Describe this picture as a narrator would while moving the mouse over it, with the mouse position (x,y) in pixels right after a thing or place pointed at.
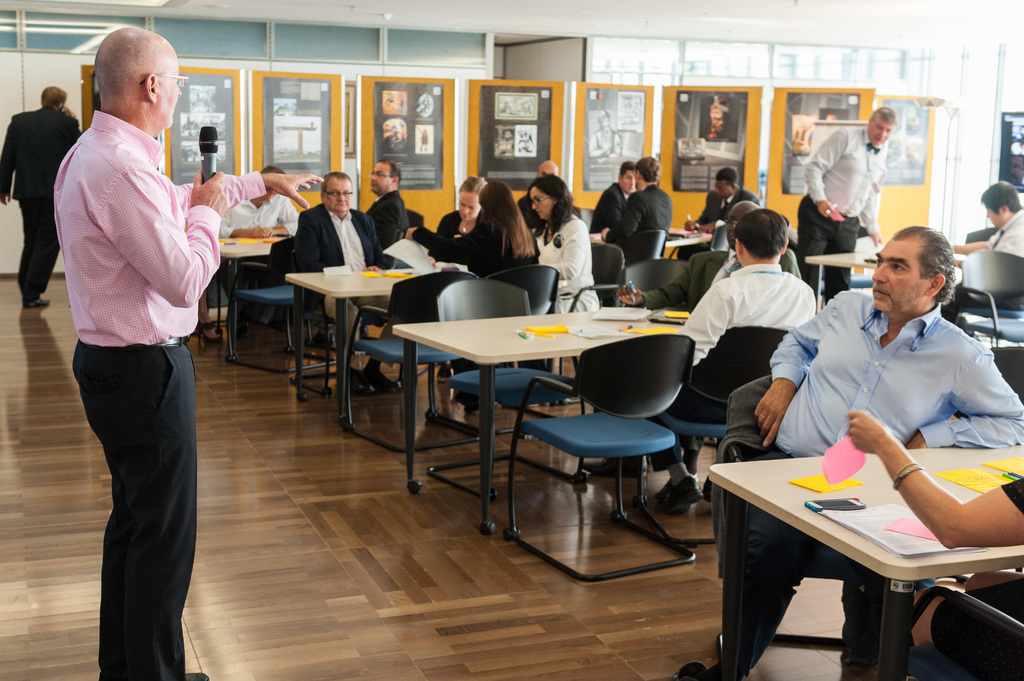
In this image there is man (179,318) holding a mike (213,163) and talking to the people (333,185). And there are chairs (675,390) and tables (557,346), Some papers (583,332) are place on the table (651,325) and people (524,218) are working. There is a man (52,156) walking away from the place. There are yellow colored sheets (335,157) with some papers (515,124) attached to it. There is a man (835,204) standing and moving from his place.
